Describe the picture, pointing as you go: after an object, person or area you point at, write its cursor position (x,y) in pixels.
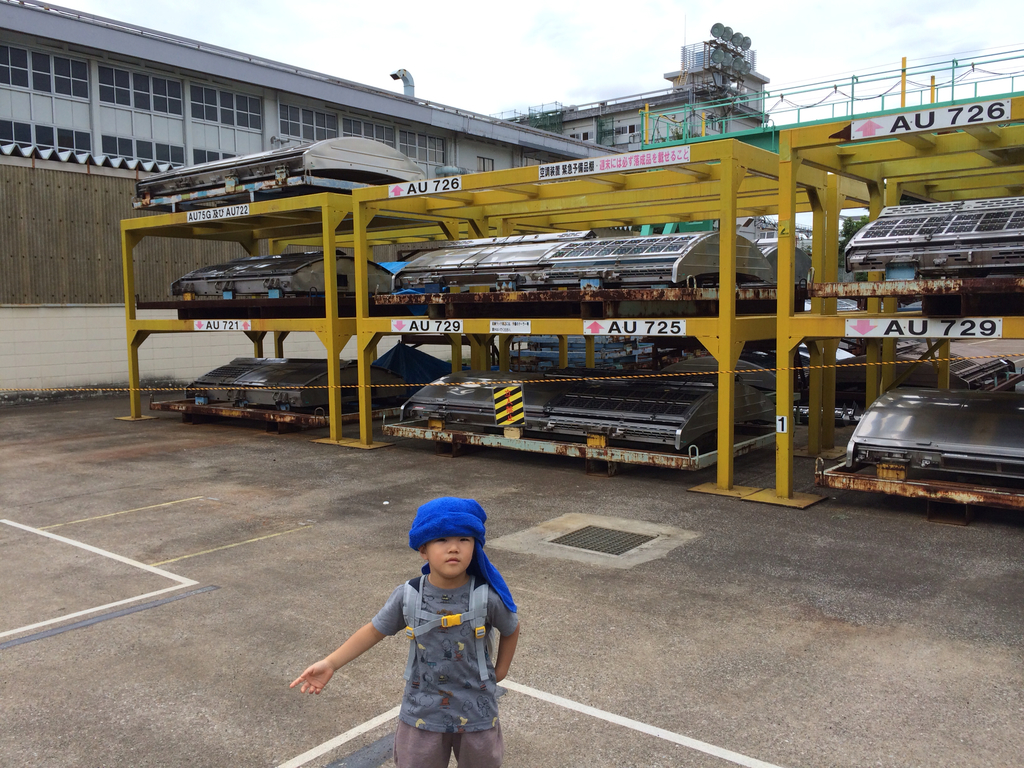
In this image we can see some iron objects (657,251) and some stickers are attached to them. In the background of the image (212,101) there is a building (283,100), antenna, railing (684,105) and other objects (694,121). At the bottom of the image (473,596) there is a person (426,646) and the road (632,618).
